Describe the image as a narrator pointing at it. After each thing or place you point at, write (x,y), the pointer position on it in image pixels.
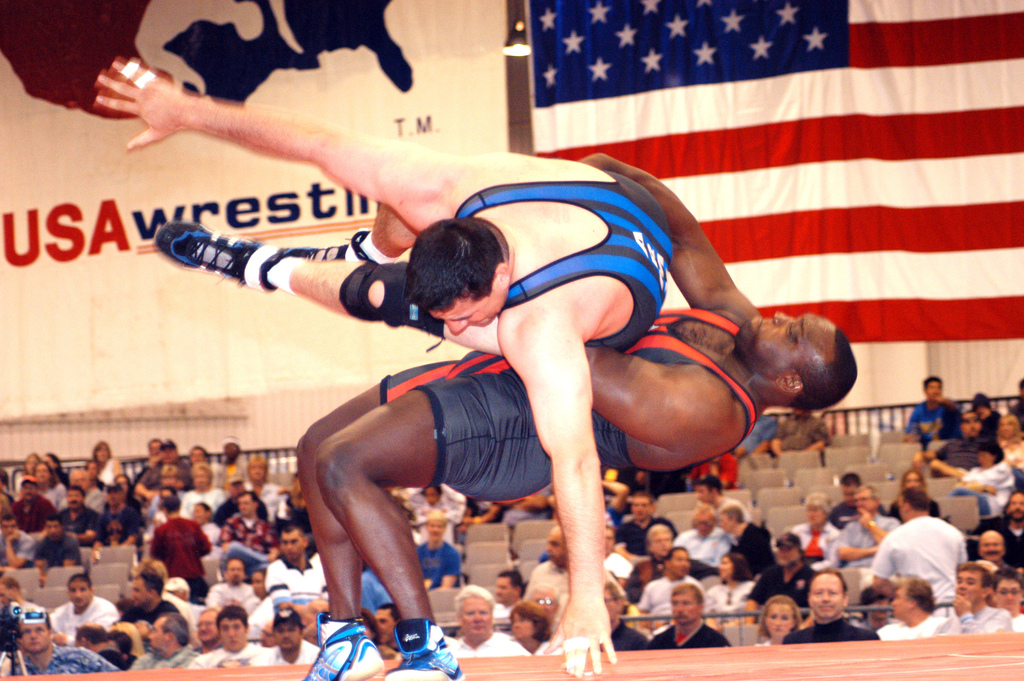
In this image I can see two persons (582,450) playing wrestling. In the background (198,534) I can see few persons (837,543) sitting on the chairs (774,518). I can see a flag (752,256). I can see a banner (354,225) with some text (32,241) on it.
